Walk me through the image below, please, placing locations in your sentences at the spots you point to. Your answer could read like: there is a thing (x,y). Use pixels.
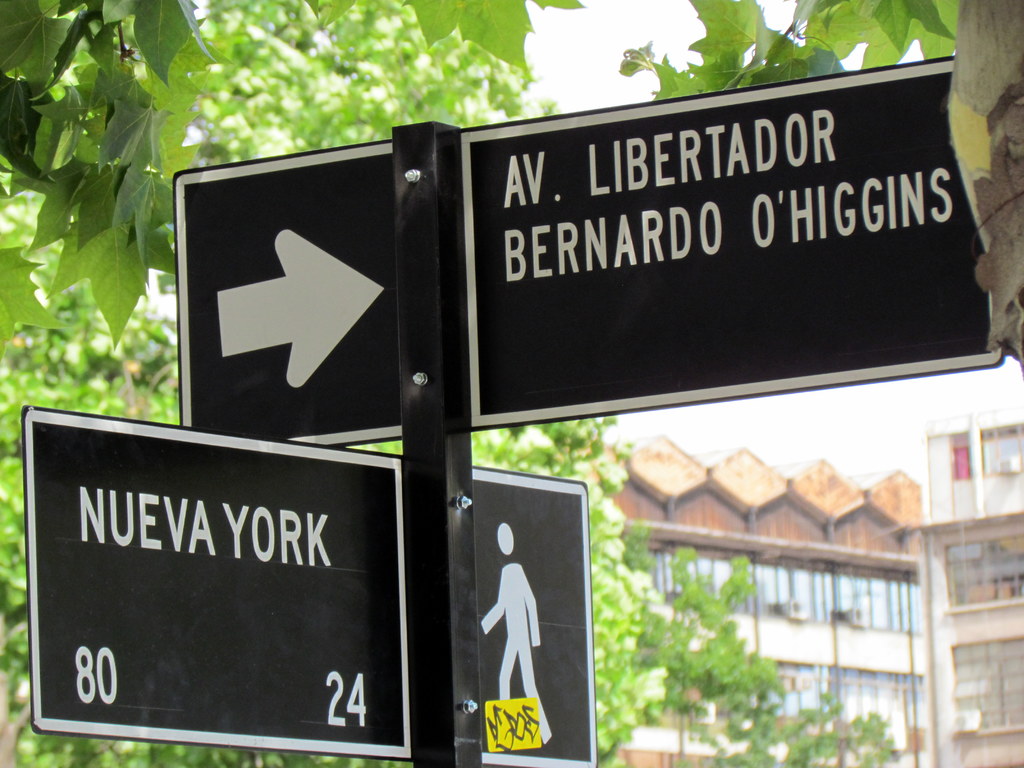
In this picture we can see boards (471,351) attached the poles (420,571) and trees (678,675). In the background of the image (921,584) we can see buildings (879,537) and sky (849,467).
